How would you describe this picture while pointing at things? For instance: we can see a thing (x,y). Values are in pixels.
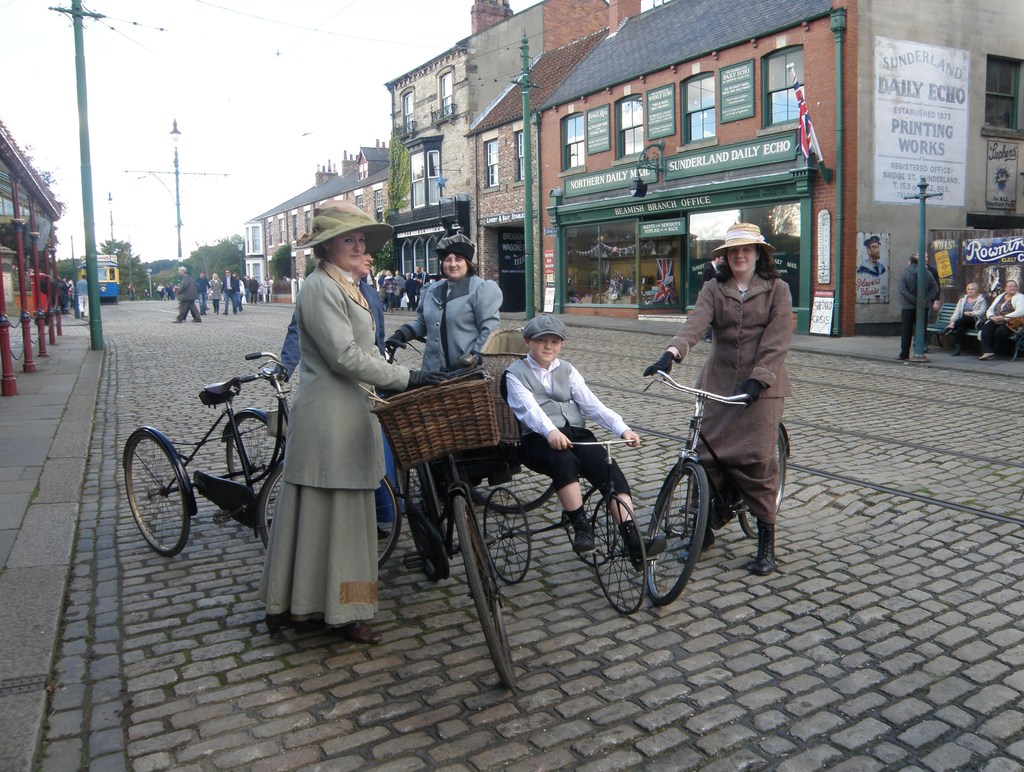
In this image I see 4 women (431,358) and a boy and they are on the path (640,620) with their cycles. In the background (619,253) I see a lot of buildings (844,4) and poles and a lot of people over here.
